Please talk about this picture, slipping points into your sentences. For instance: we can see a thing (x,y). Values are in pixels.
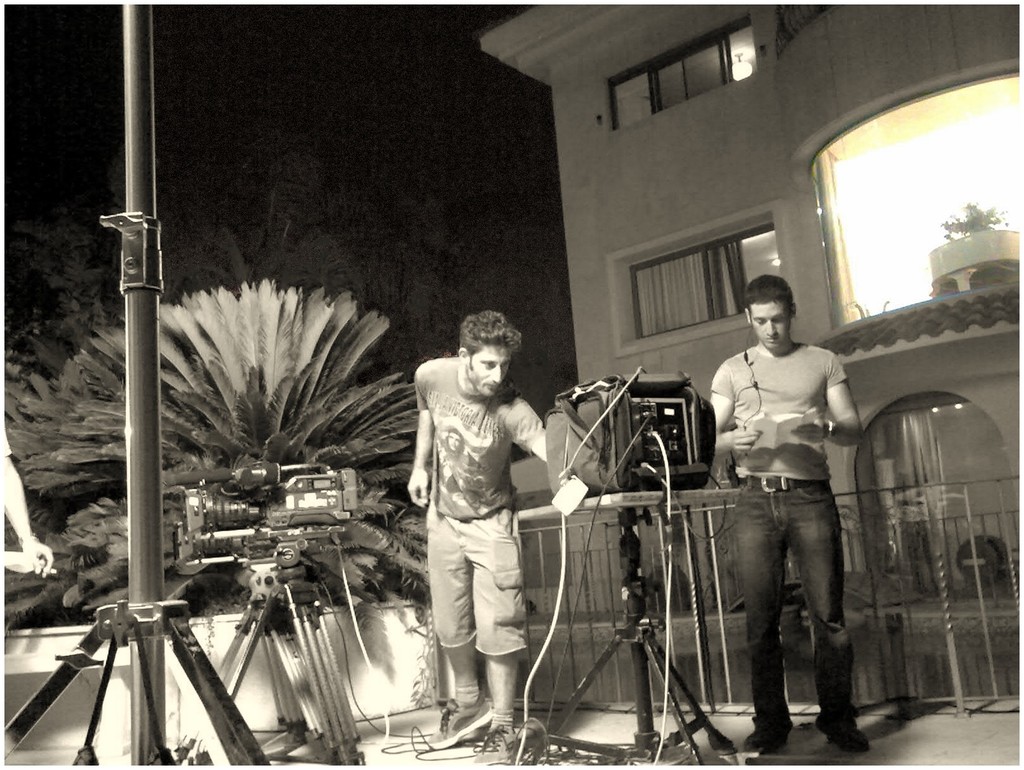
It is the black and white image. In the middle (510,417) a man (485,431) is standing, he wore t-shirt (476,491), short (470,522). On the right side (722,297) there is a building (755,233), on the left side (293,387) there are trees (365,315).
